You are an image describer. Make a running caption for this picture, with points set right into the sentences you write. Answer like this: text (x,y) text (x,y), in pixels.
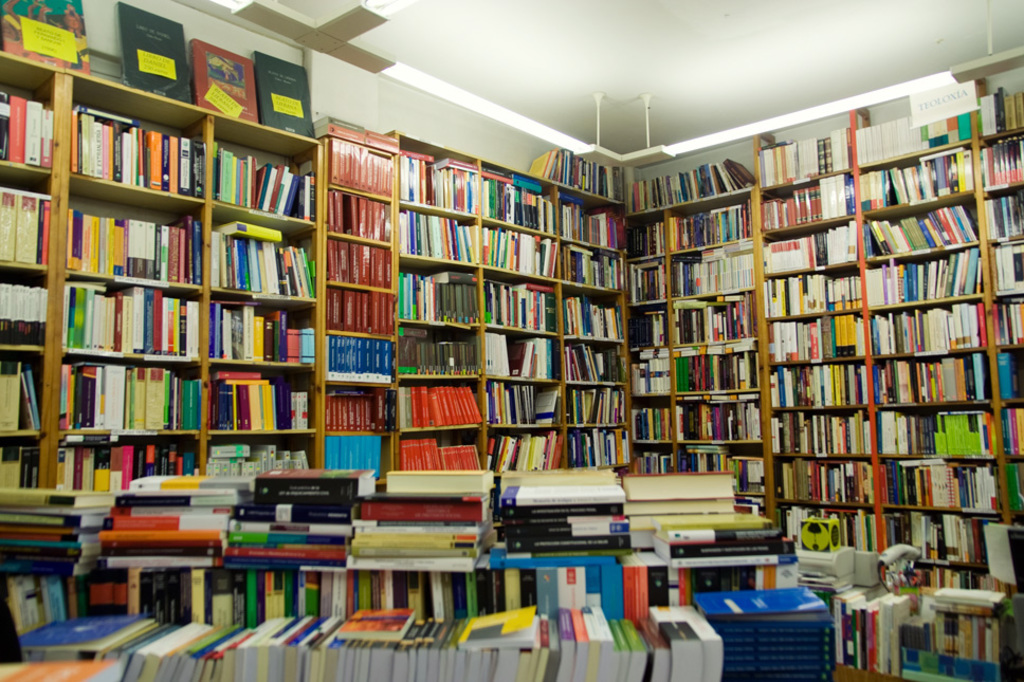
This is an inside view of a room (420,119). It seems to be a library (739,481). At the bottom (388,548) there are many books (356,533). In the background (645,396) there are many racks (147,359) filled with the books (548,339). At the top of the image (669,50) I can see the roof (628,85).
